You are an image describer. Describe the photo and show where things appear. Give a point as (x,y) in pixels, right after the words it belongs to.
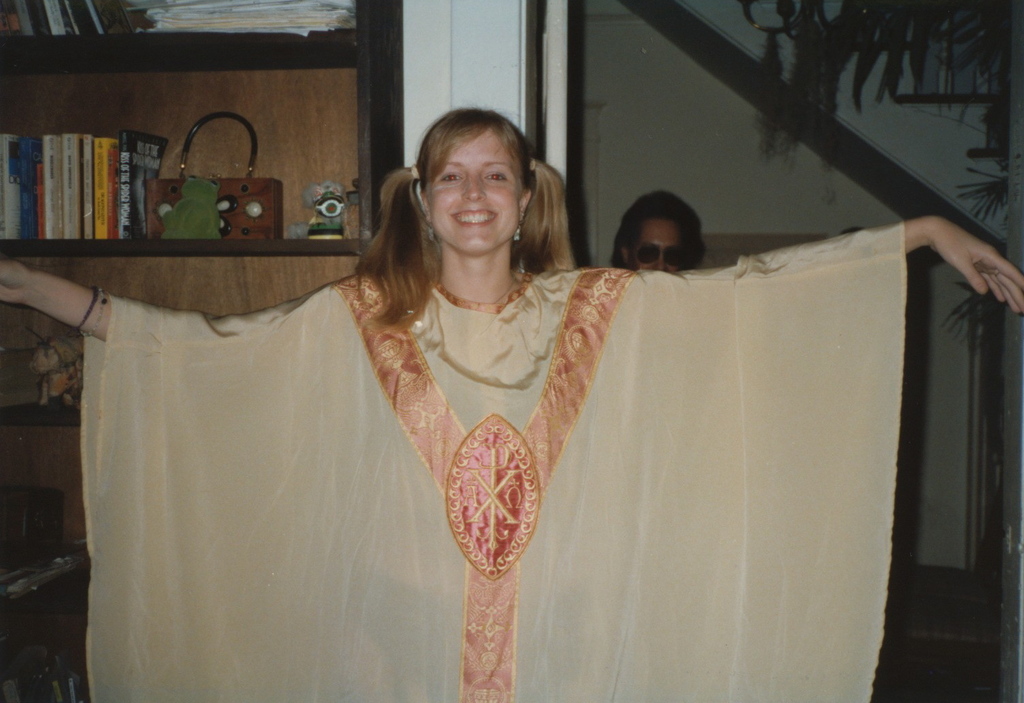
In this image, at the middle (680,368) there is a girl (749,372) standing and she is wearing a cream color dress (434,485), in the background (631,270) there is a person (646,260) standing, at the left side (90,65) there is a rack (263,300) and there are some books (83,192) and a purse (224,202) kept in a rack (285,241).
